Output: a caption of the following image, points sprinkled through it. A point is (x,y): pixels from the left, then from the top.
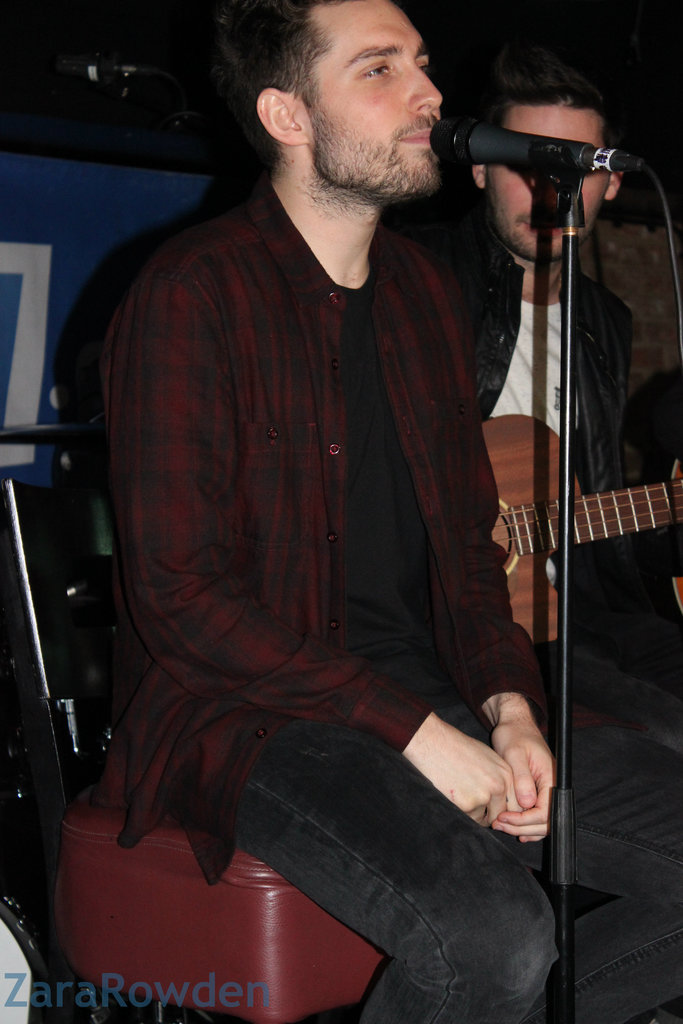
In the image we can see there is a person (319,494) who is sitting on chair (259,893) and in front of him there is a mic (472,144) with a stand (573,864) and beside there is a man (593,359) sitting and he is holding guitar (548,494) in his hand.
